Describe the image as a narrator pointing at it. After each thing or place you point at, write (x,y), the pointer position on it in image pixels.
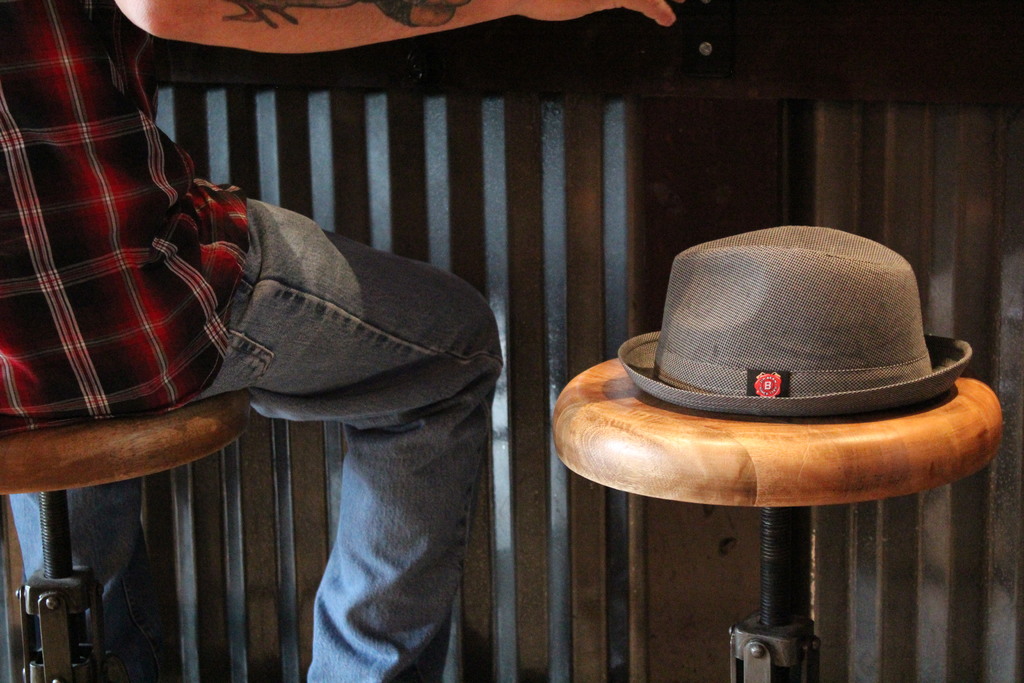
In this image we can see a person (156,409) sitting on the seating stool (204,432) and a hat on the another seating stool (793,616).
